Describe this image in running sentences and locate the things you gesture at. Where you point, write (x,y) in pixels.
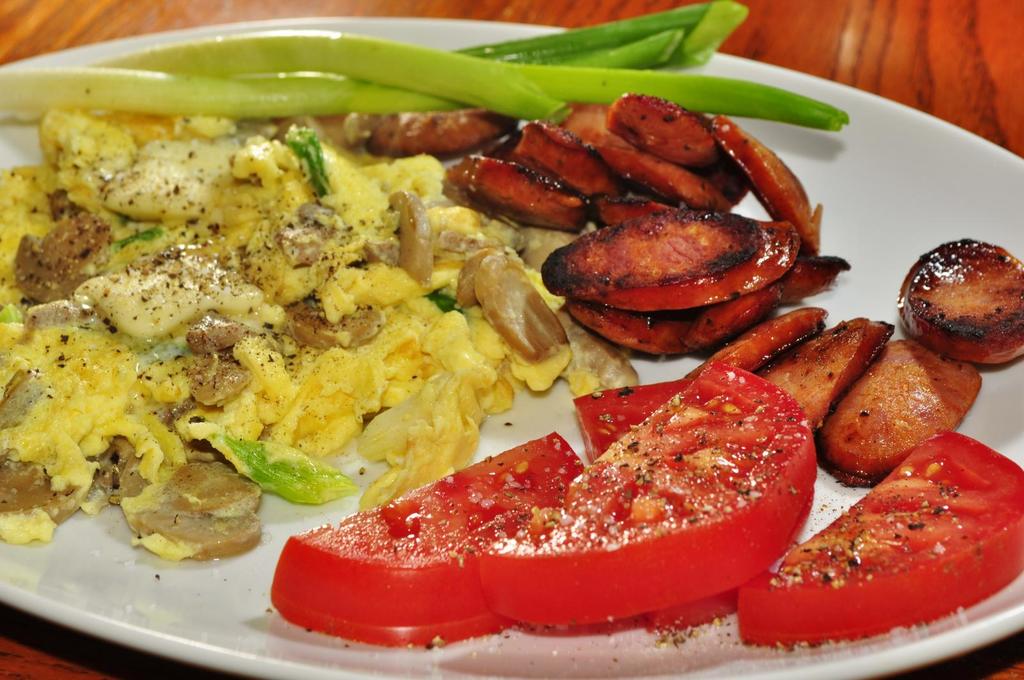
In this picture I can see food (774,309) in the plate (470,651) and I can see a table (911,3).
